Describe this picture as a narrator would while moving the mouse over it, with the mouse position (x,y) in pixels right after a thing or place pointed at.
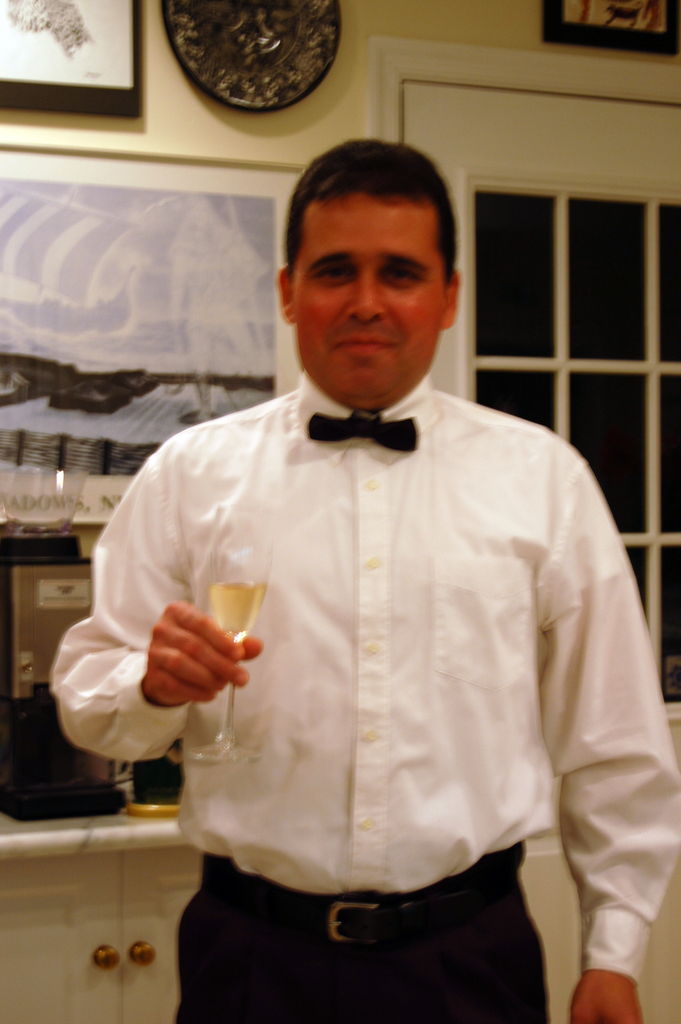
In this image there is a man (494,646), holding a wine glass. And he is wearing white shirt (426,712) and black pant (456,1010). In the background (55,163) there is a wall (505,6), photo frames (54,247) and window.
